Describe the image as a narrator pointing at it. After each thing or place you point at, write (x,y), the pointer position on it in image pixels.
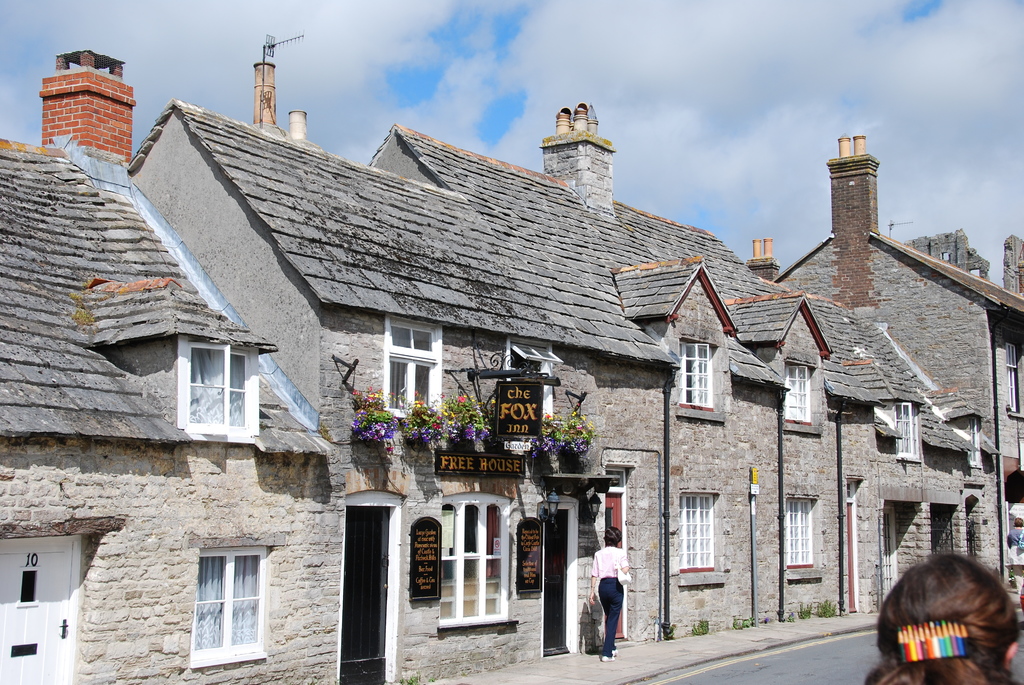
Here in this picture we can see houses (630,506), stores (419,551) with windows (698,567) and doors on it and we can also see people (604,537) standing and walking on the road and in the middle (402,419) we can see flower plants (388,419) present on a store (459,470) and we can also see a hoarding board (520,410) present and we can see clouds (466,111) in the sky (466,111).
